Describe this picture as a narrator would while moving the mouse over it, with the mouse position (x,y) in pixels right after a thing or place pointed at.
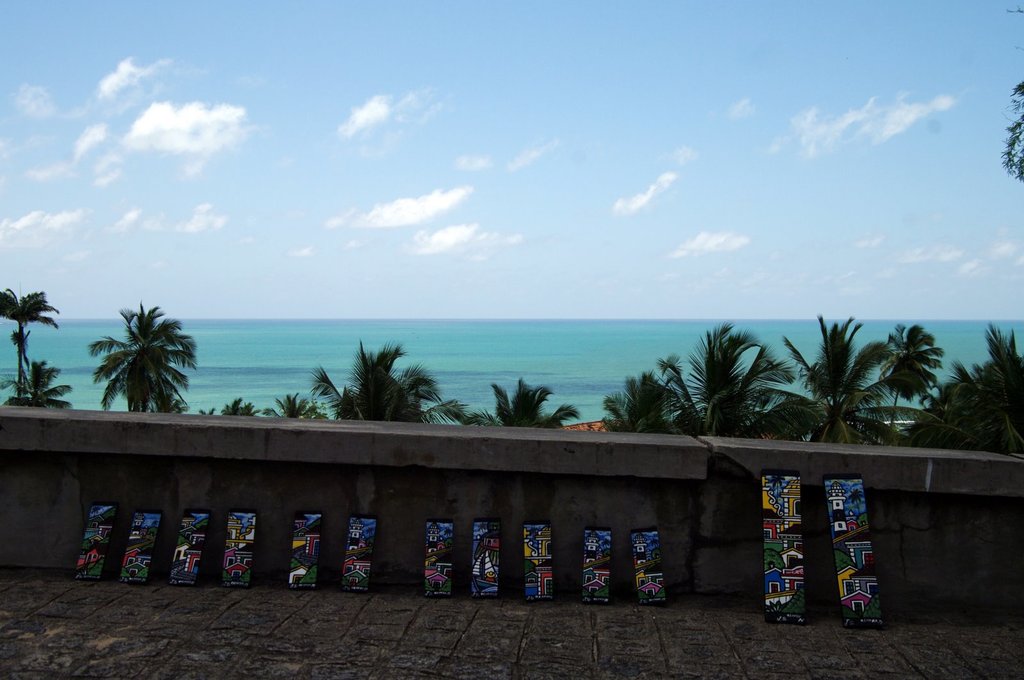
There are a lot of paintings (430,546) laid to the wall (408,539) and behind the wall (68,422) there are lot of trees (436,399) and in the background (355,356) there is a sea (686,360).
